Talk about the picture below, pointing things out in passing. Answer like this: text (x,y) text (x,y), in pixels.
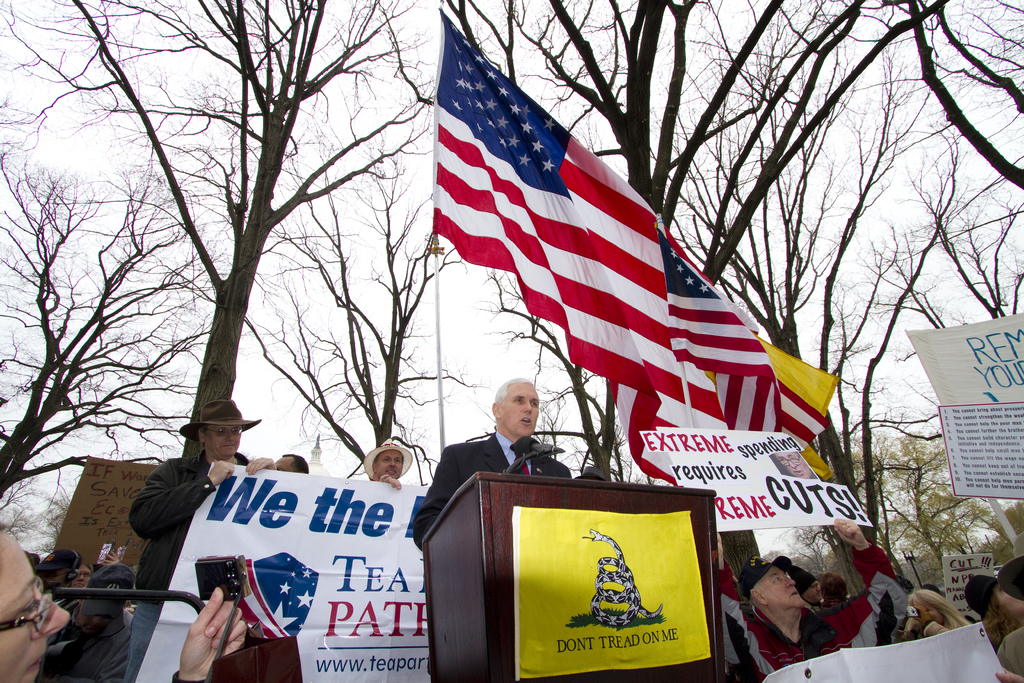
In this picture we can see a man (499,436) standing. There is a mic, podium (461,549) and a banner (518,508) on the podium (484,611). We can see a few people (201,652) are holding posters (249,546) in their hands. There are flags (801,403) and a few trees (263,192) are visible in the background (507,337).
